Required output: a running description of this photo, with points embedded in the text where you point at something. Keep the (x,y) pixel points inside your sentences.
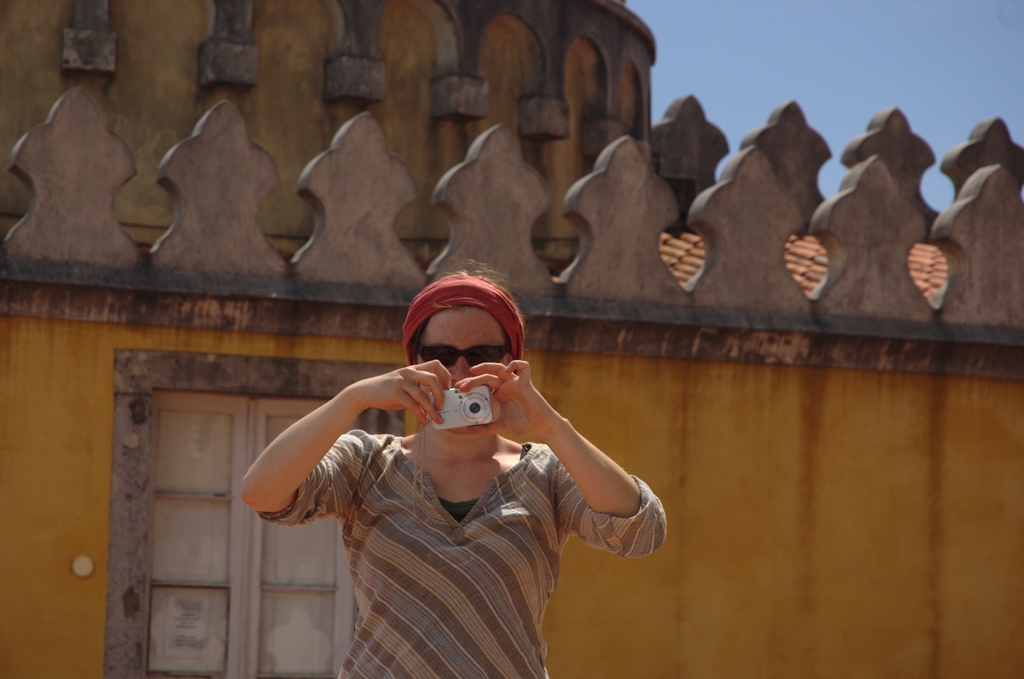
In this picture there is a woman (454,502) holding a camera (487,405) in her hands (507,390) and there is a building (687,246) behind her.
